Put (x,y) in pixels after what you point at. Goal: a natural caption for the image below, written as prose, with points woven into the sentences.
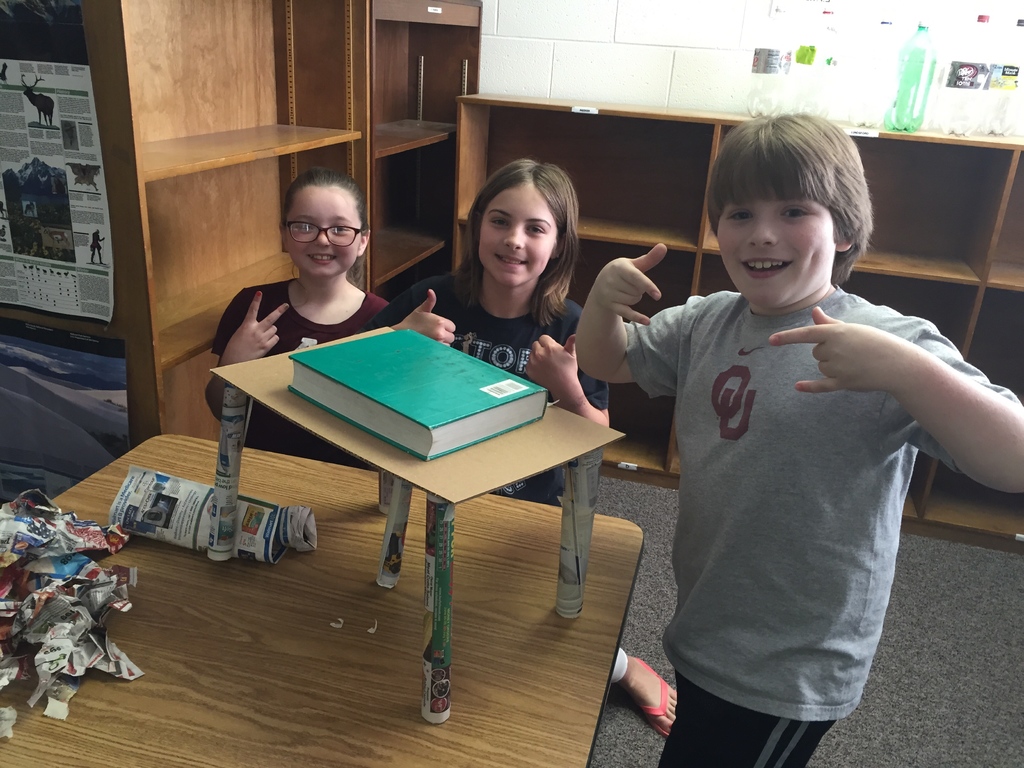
In this picture there are three person (524,274). On the right (800,306) there is a kid (794,518) who is wearing a grey t-shirt (813,531) and he is looking happy. On the center (532,283) there is a girl (523,343) showing two thumbs (539,360). On the table (504,614) we can see a green color book (412,398). On the background (646,76) there is a wall (603,50), beside its there is a shelf (381,116). On the top left corner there is a paper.
